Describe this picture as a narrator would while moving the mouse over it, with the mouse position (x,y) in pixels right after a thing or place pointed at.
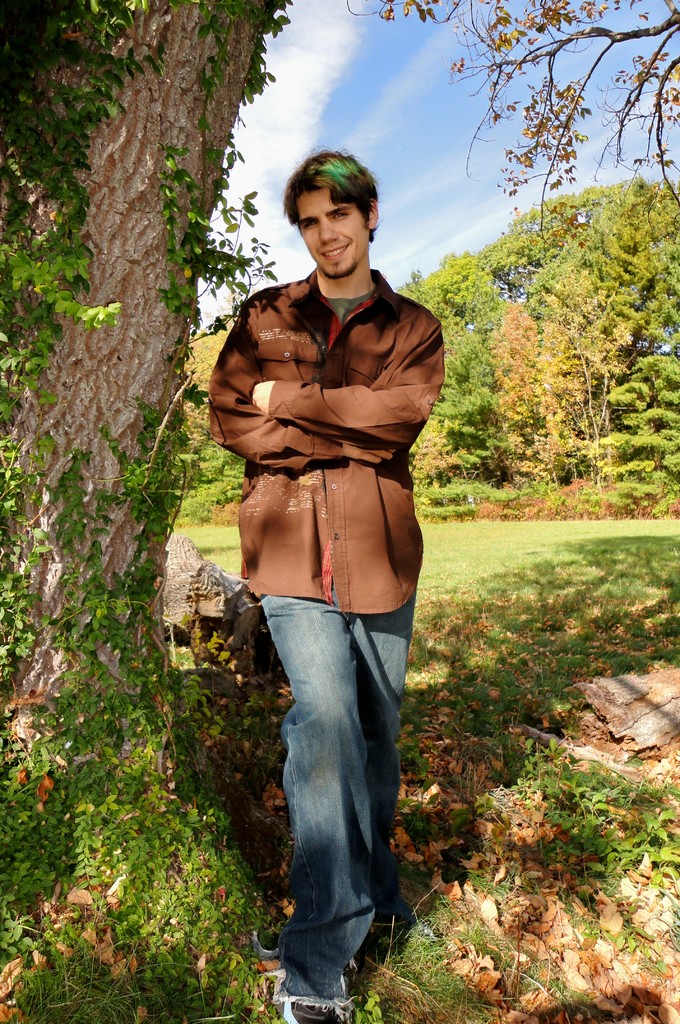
In this picture we can observe a person (284,427) standing wearing brown color shirt (334,378) and he is smiling. He is standing beside a tree (118,435). There are some plants (129,779) on the ground (475,740). We can observe some grass (493,555) here. In the background (524,331) there are trees (207,454) and a sky (339,127) with some clouds (321,122).
